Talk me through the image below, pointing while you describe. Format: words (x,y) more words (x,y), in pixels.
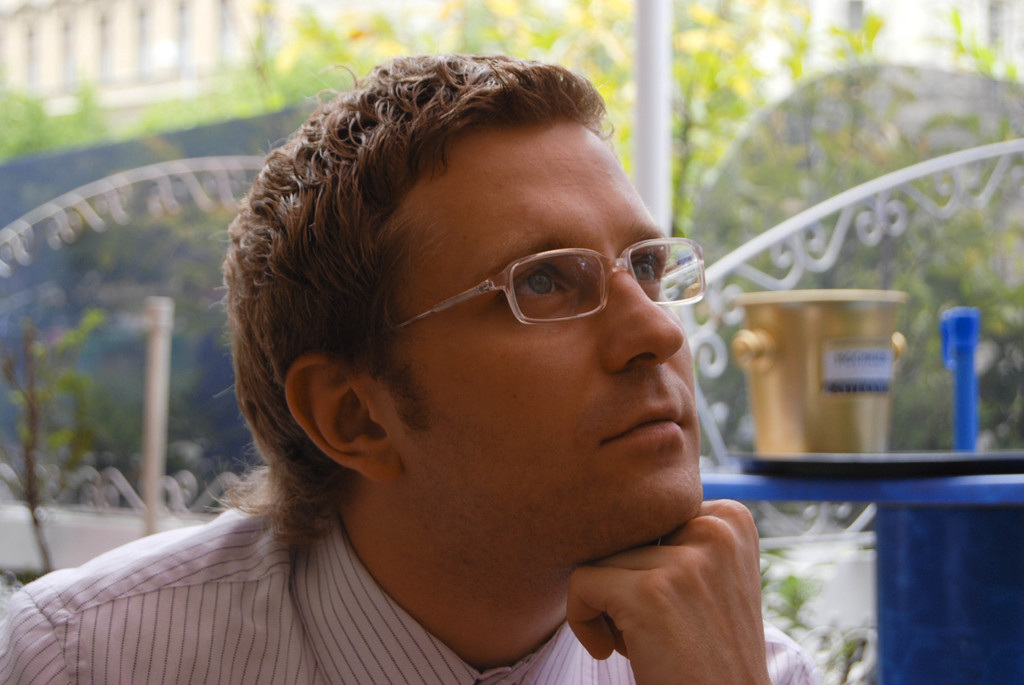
In the image there is a man (309,539) with spectacles (497,279). Behind him on the right side of the image (975,506) there is a table (780,486) with a few items (891,364) on it. In the background (891,178) there is a railing (946,167) with design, poles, trees (777,127) and also there is a building (105,1).
